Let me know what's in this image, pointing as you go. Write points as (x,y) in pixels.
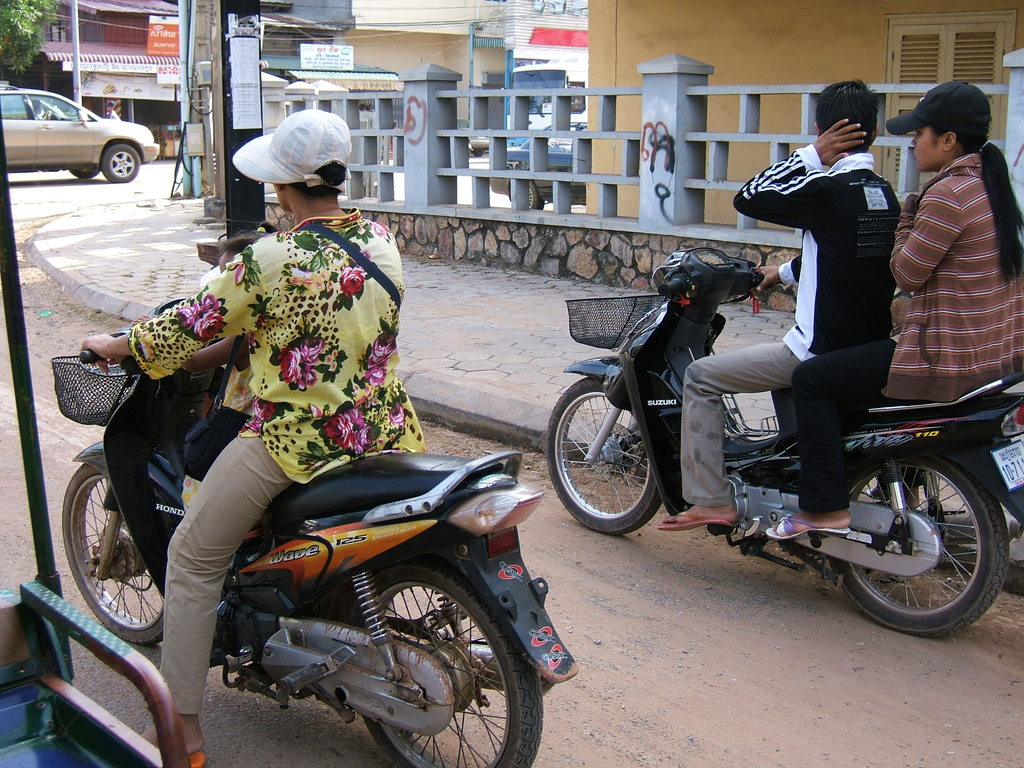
In this image on the left side (252,352) there is one person (243,470) who is sitting on a bike (443,518) on the right side (799,356) there are two persons (847,354) who are sitting on a bike (680,454) and on the background (187,65) there are some houses (127,30), poles (73,32), trees (17,57), car (47,114) is there and in the center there is another pole (240,178) and on the right side (703,102) there is a fence (657,167).
